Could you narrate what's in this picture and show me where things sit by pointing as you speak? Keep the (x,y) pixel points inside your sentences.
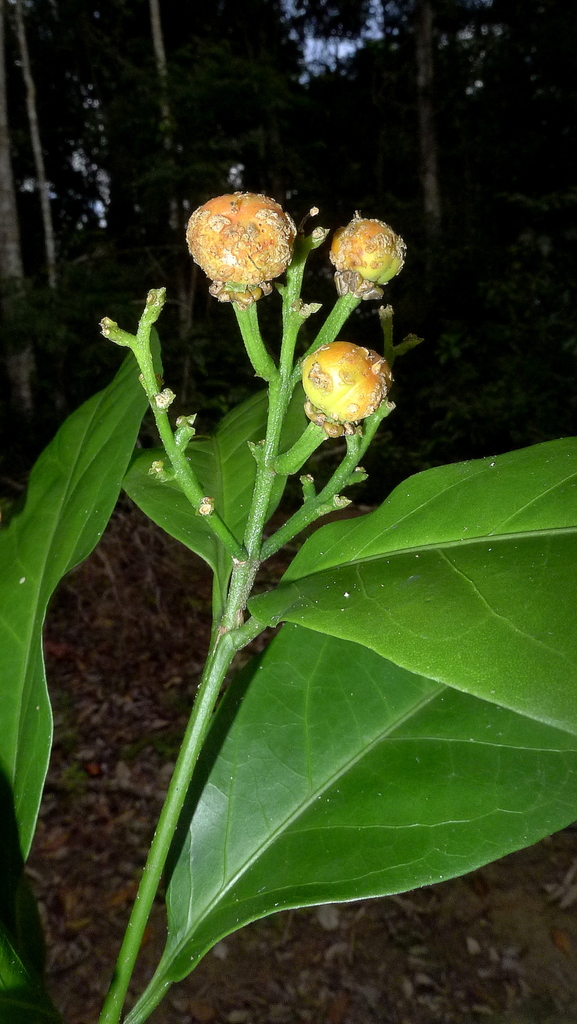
In this image I can see the buds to the plant (276,622). In the background (376,142) there are many trees (272,171) and the sky (329,45).
